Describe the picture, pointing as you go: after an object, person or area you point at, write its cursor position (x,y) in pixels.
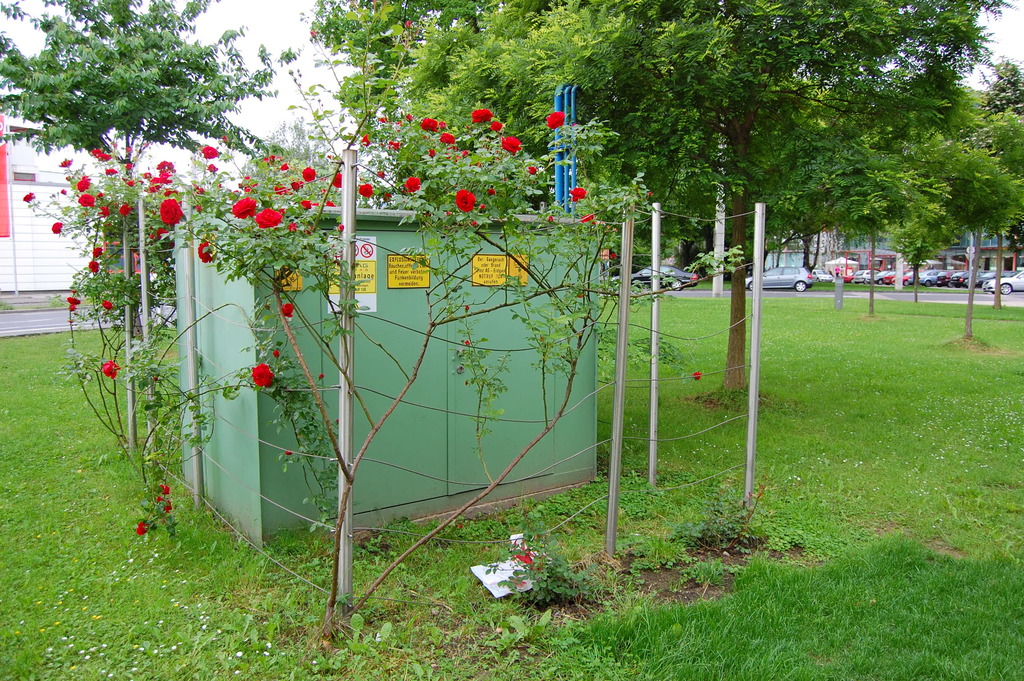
In the center of the image (583,425) there is a box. There are plants (143,448). In the bottom of the image (735,591) there is grass (810,599). There is a tree (729,365). There are many vehicles (808,281).
